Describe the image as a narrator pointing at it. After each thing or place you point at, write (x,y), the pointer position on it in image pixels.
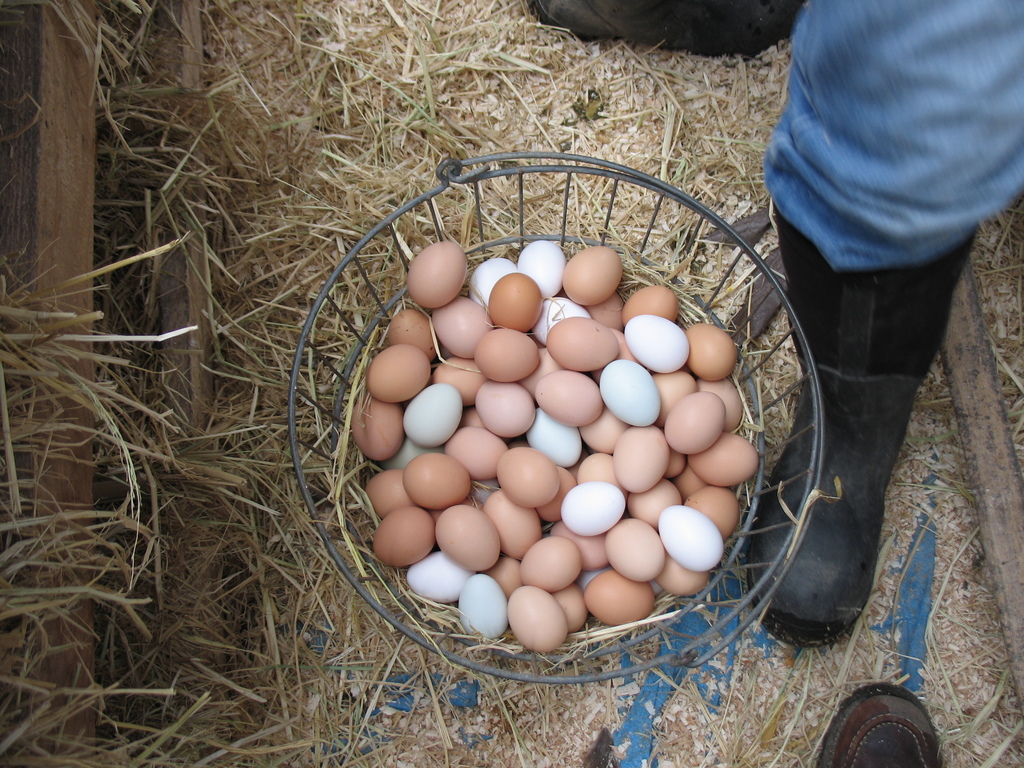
In this image I can see the eggs (543,433) in the basket (615,249). In the background (468,120), I can see the grass (337,643).
